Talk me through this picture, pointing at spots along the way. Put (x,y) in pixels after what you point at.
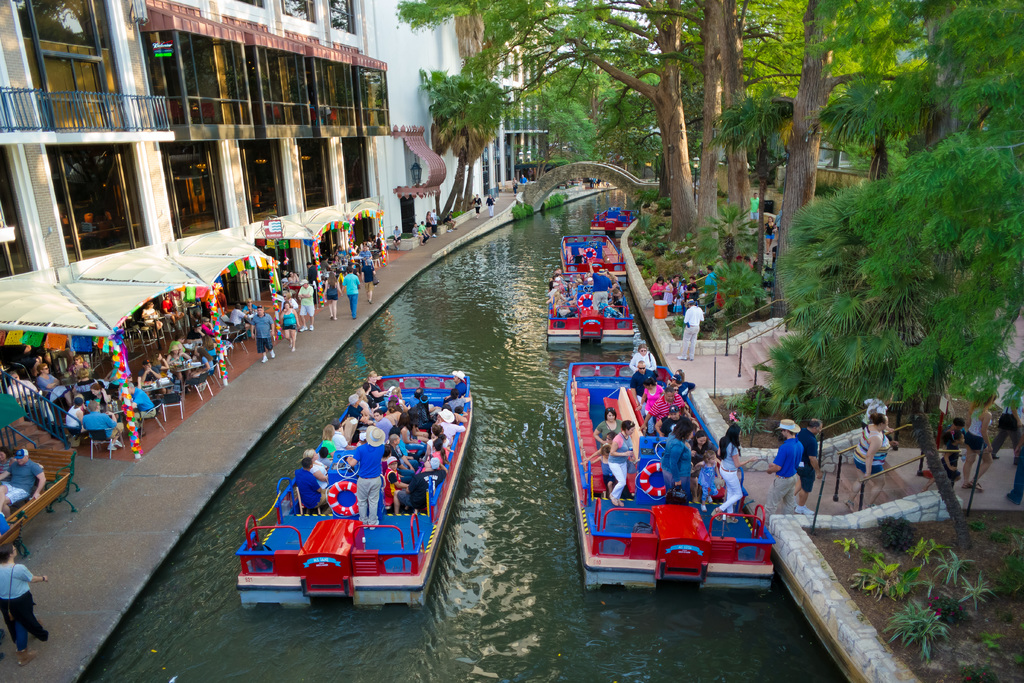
There are few persons (422,501) sitting and standing on the boats (378,580) on the water (451,533). On the left side (217,95) there are buildings (220,200), fence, tents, glass doors (90,221), few persons (92,413) are sitting on the chairs (184,406) and walking on the floor (388,256) and on the right side (683,238) there are trees (835,257) and plants (819,387) on the ground (895,577) and few persons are standing and walking on the platform (882,493). In the background (720,3) we can see a bridge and trees (584,51).
